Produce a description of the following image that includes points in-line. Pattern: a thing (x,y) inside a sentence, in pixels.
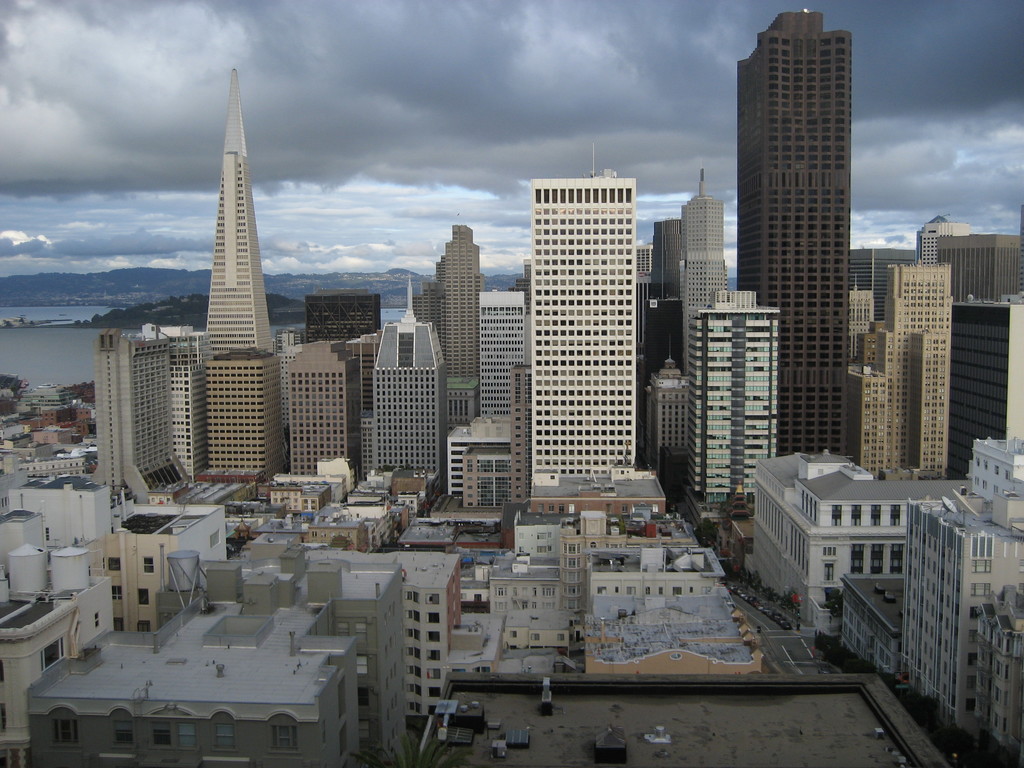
There are some buildings (523,573) as we can see in the middle of this image (380,294) and there are mountains (205,279) in the background (87,301). There is a cloudy sky (434,130) at the top of this image (434,111).
